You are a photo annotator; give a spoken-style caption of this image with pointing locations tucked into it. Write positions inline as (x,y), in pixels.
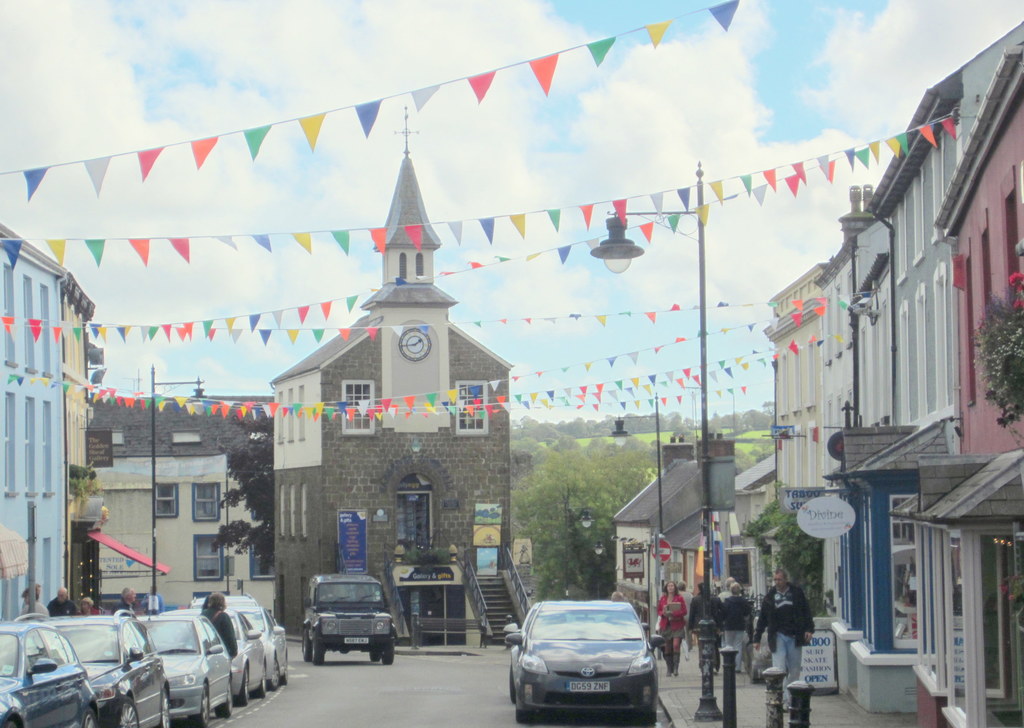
In this image we can see some people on the road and we can also see buildings (420,274), light poles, vehicles (267,629), trees (541,501), boards (820,673) with some text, stairs (485,583), plant (1004,346) and sky (217,101).
